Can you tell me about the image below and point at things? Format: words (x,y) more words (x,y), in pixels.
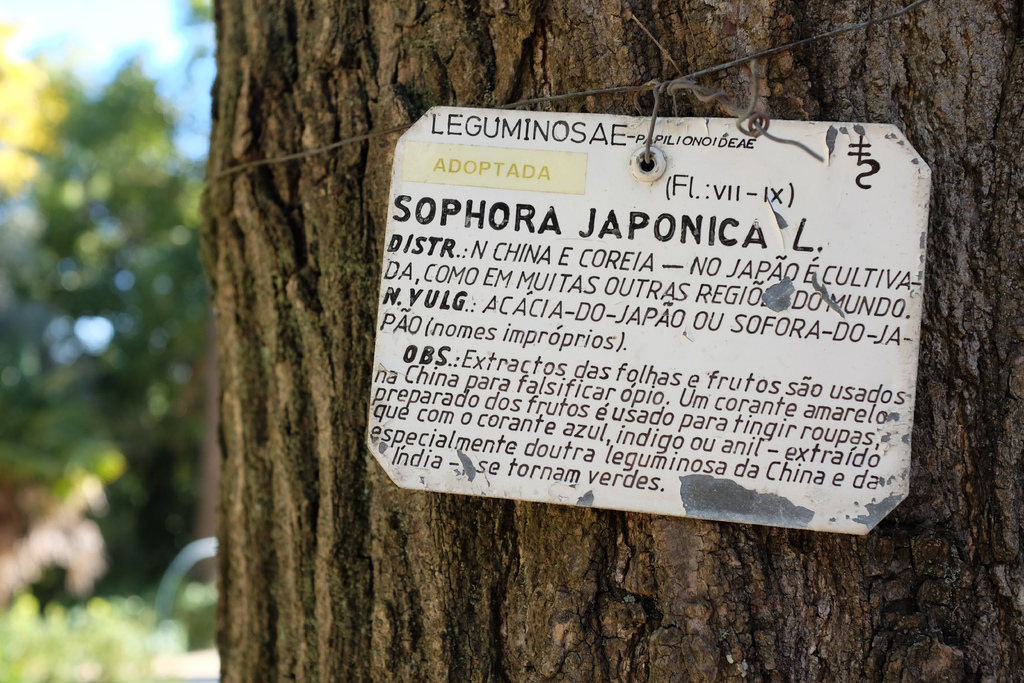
In this image, on the right side (702,609), we can see a wooden trunk (683,614), on that trunk (705,618), we can see a board (583,195), on which some text (549,212) written in it. On the left side (168,199), we can see some trees (134,176). On the top (157,11), we can see a sky (137,11).
